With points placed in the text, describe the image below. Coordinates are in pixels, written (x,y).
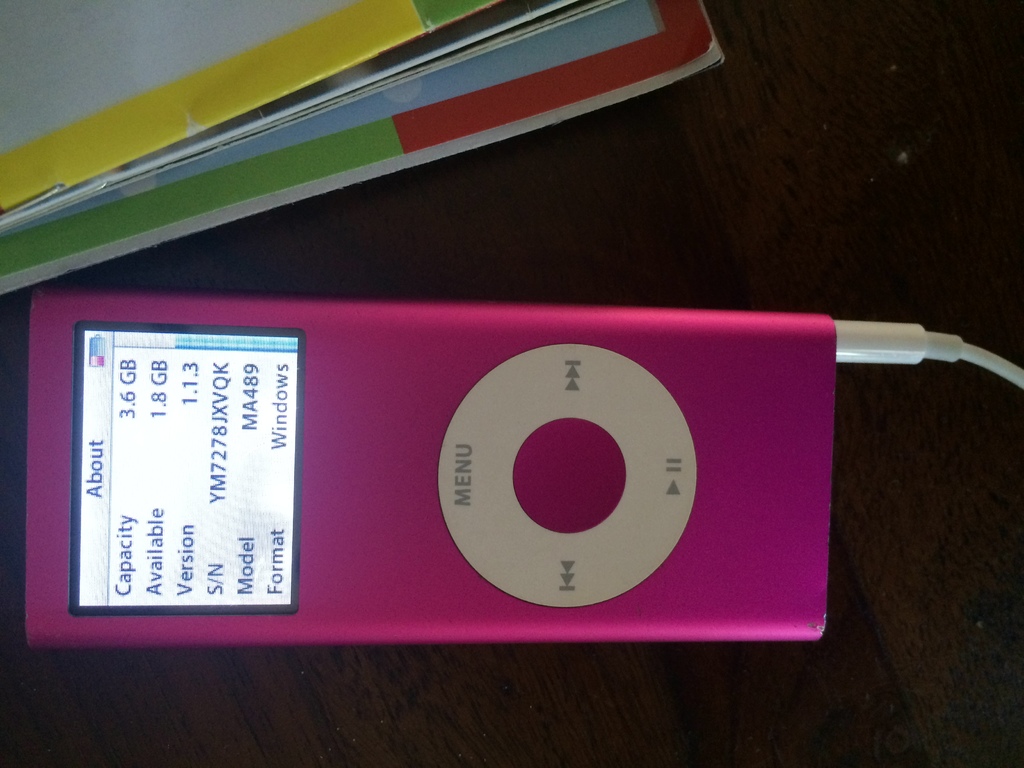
In the picture I can see an iPod (491,308) and books (349,49) on the wooden table (460,205).
